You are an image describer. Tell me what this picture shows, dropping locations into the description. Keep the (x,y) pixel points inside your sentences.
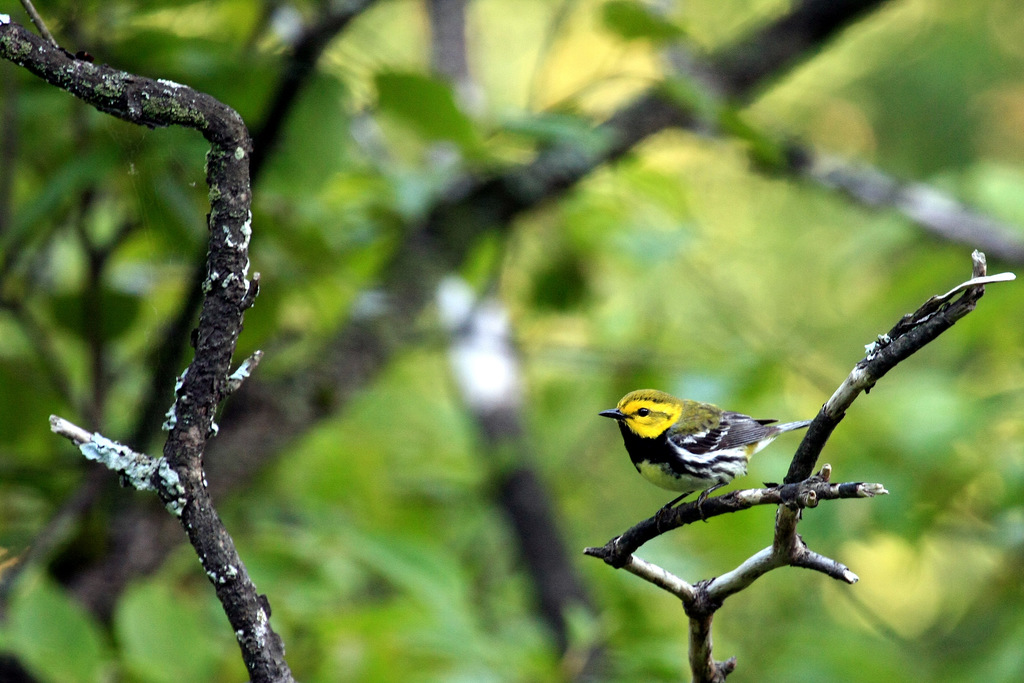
In this image, we can see a bird (718,474) on the tree stem (718,511). Background (266,443) there is a blur view. Here we can see green leaves (536,401).
